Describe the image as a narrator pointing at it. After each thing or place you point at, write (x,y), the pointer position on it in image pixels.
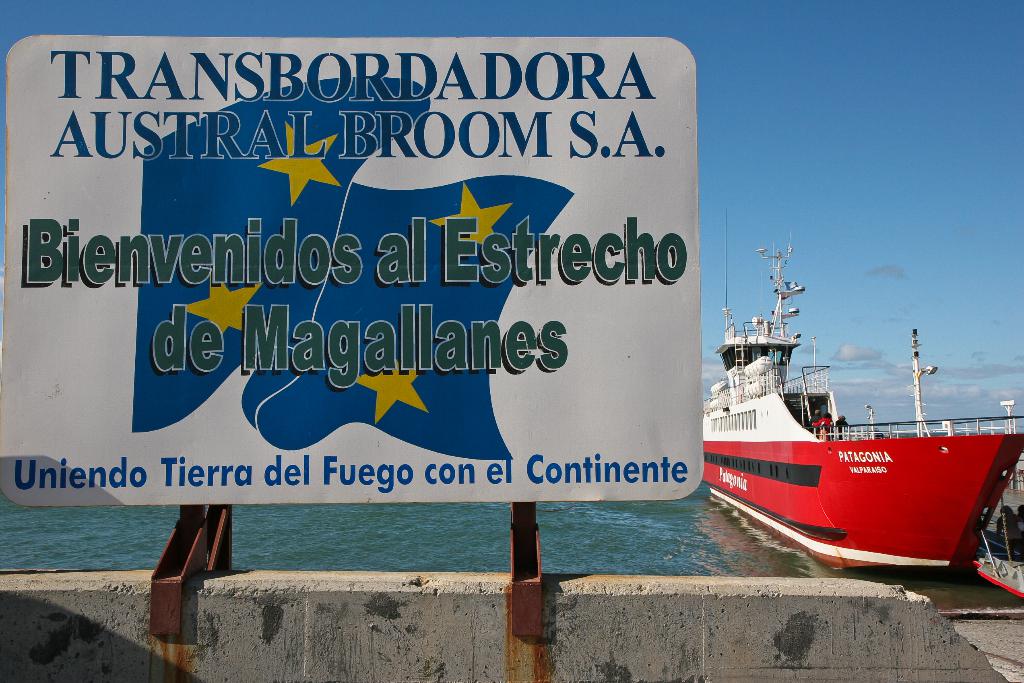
In this picture we can see a board (469,242) in the front (287,227), there is some text (287,227) on the board (376,236), in the background (654,536) we can see water (683,537) and a ship (832,428), there is the sky (785,93) at the top of the picture (783,65).
